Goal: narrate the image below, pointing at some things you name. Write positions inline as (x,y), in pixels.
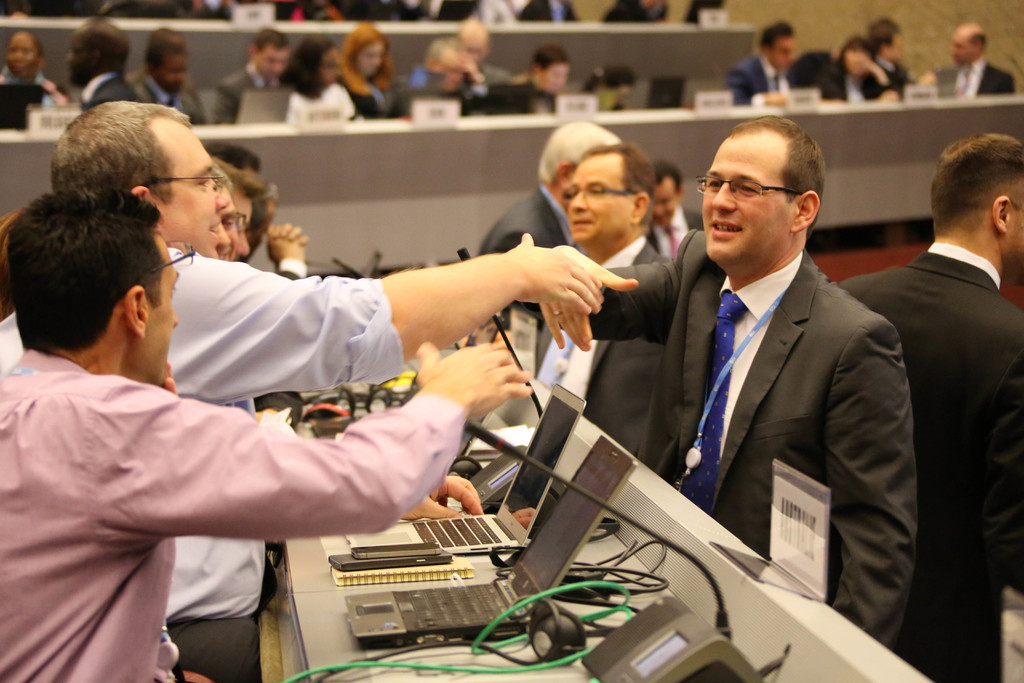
In this picture we can see some people (864,380) and in front of them we can see laptops (539,447), cables (611,567), mics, some objects (501,479) and in the background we can see a group of people (463,59), name boards (433,115) and the wall (852,20).
